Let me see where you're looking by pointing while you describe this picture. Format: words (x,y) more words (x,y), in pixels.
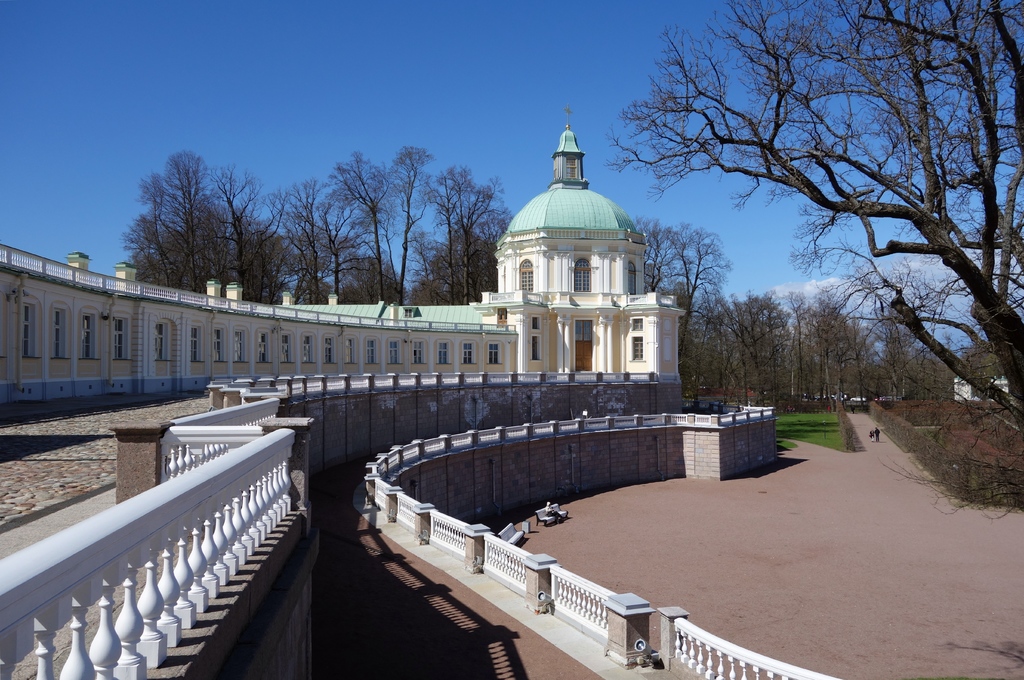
In the image there is a building (542,354) and there are two balconies (193,427) in front of that building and there is a huge empty land (839,459) beside the balcony wall (739,440), around that there are many plants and trees (1022,399).
